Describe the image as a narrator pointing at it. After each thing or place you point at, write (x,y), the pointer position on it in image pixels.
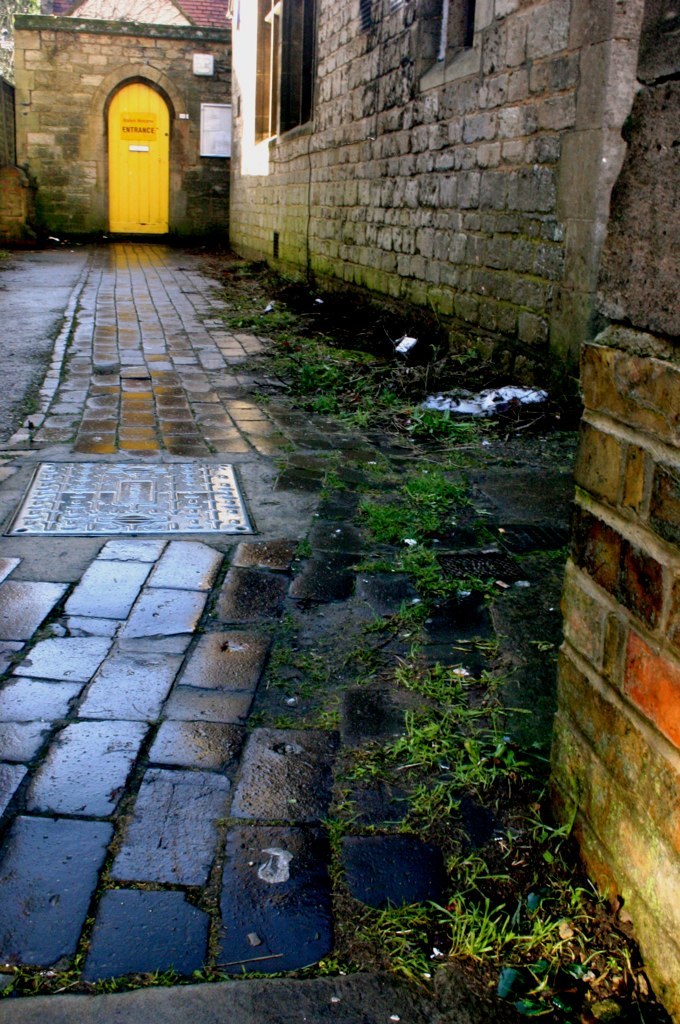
In this image there is a path (141,389), on the right side (472,176) there are walls (478,137), in the background (116,12) there is a house (124,85).
